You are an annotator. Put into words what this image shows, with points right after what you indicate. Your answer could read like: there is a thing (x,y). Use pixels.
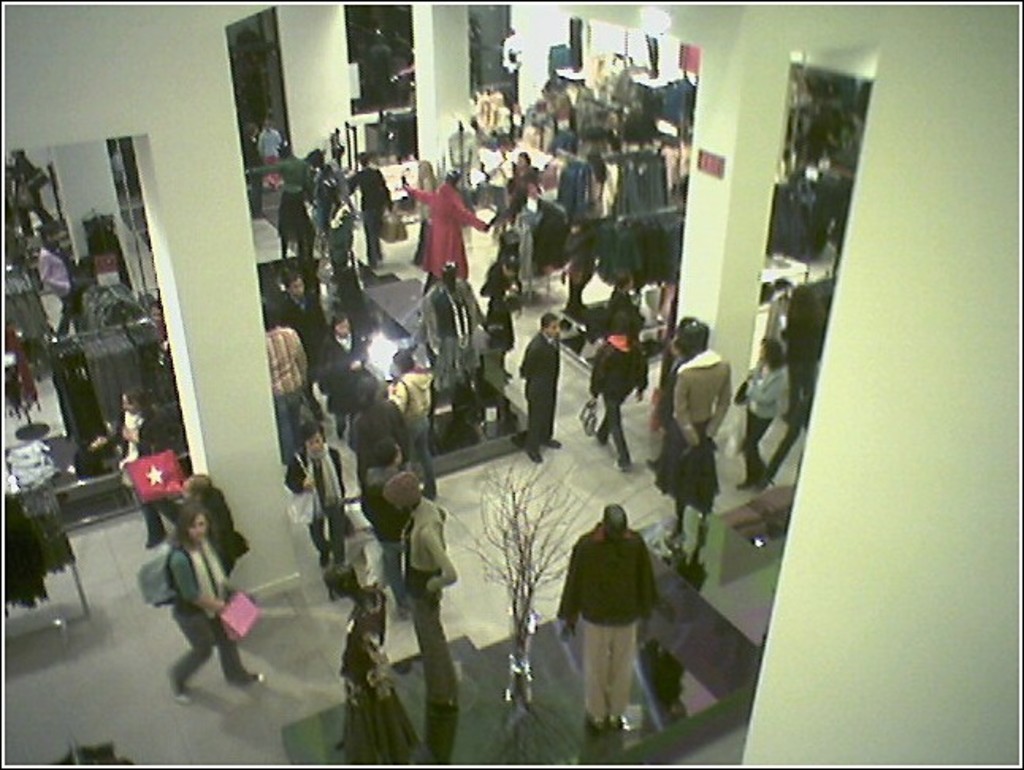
In this image we can see people (416,428), pillars (839,396), mannequins (393,759), clothes (664,259), floor (493,558), vase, board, light (665,22), and walls (1005,408).
